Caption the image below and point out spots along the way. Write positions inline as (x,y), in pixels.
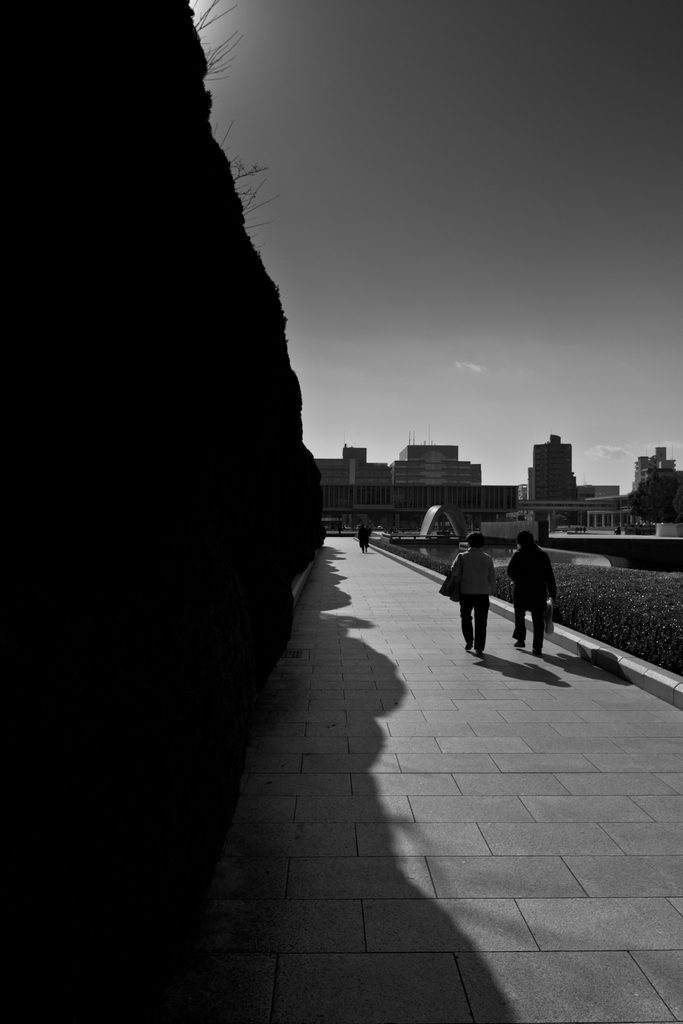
In this picture we can see people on the ground (486,798) and in the background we can see buildings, plants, sky (676,52) and some objects (675,525).
